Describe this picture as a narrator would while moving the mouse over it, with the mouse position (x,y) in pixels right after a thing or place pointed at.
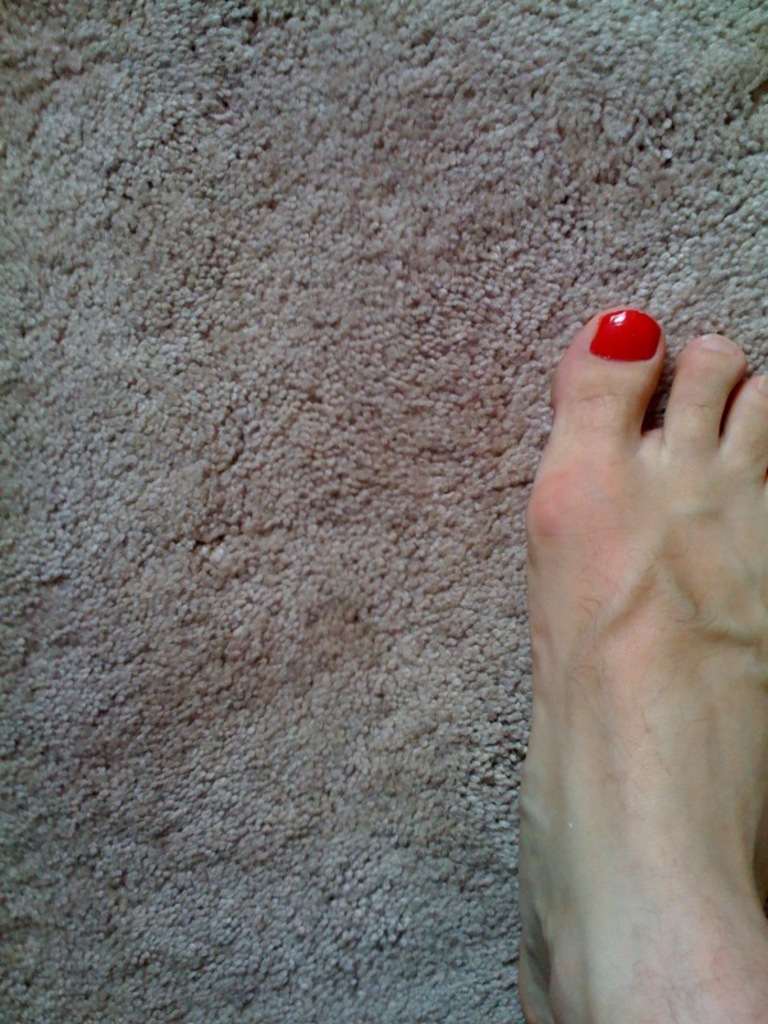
In the picture I can see a leg (612,715) on a surface (362,519). The person's leg thumb nail (611,348) is red in color.
